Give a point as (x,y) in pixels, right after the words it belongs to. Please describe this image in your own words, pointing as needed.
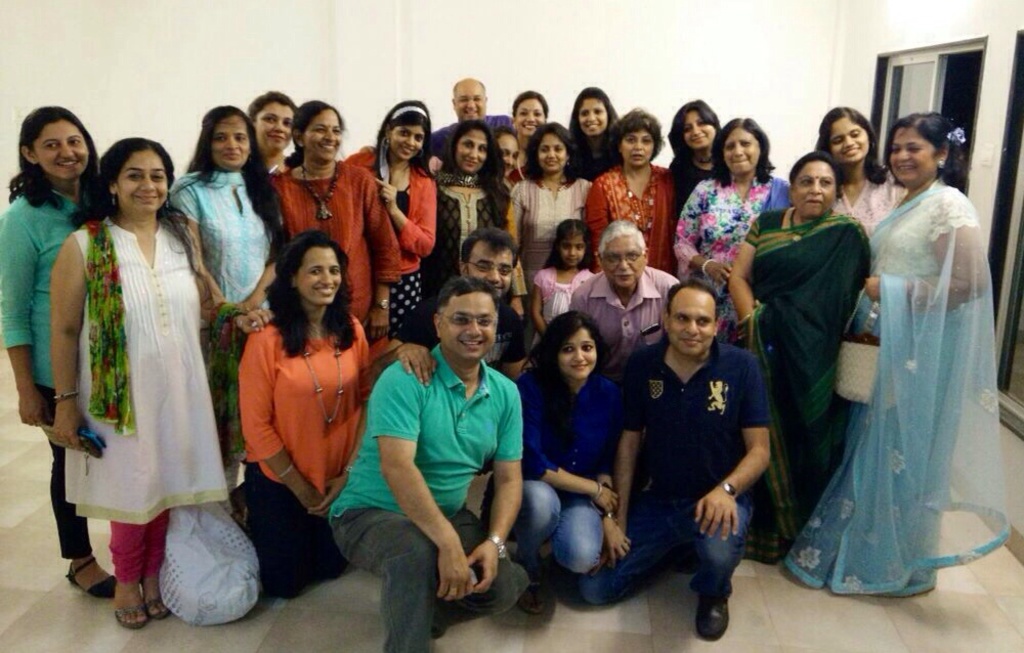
A group of ladies (406,148) are standing together, few men (509,417) are kneeling in front of this gang (529,261). All of them are smiling behind them it's a wall (428,42), in the right side (941,114) there is a window (1015,283).
